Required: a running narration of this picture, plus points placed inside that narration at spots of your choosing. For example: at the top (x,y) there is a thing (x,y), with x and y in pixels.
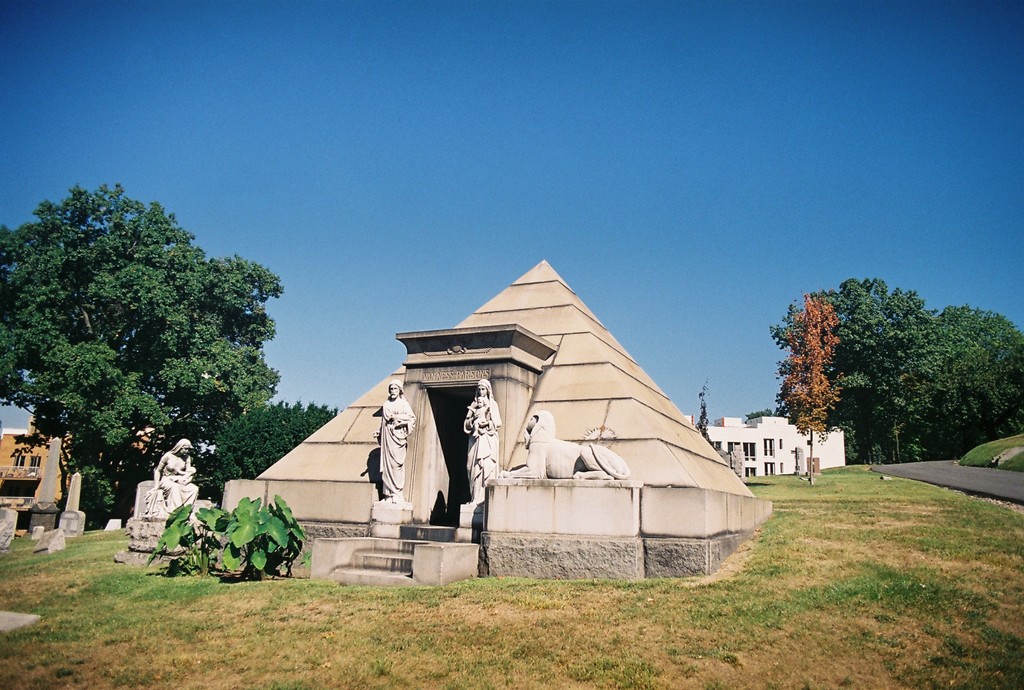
In this image there is grass (840,544). There are trees (54,428) and plants (262,552). There is a small building (532,501) with the statues (494,469). There are some objects (51,498) on the left side (189,460). There is a house (770,450) in the background (754,444). There is a road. There is a sky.
